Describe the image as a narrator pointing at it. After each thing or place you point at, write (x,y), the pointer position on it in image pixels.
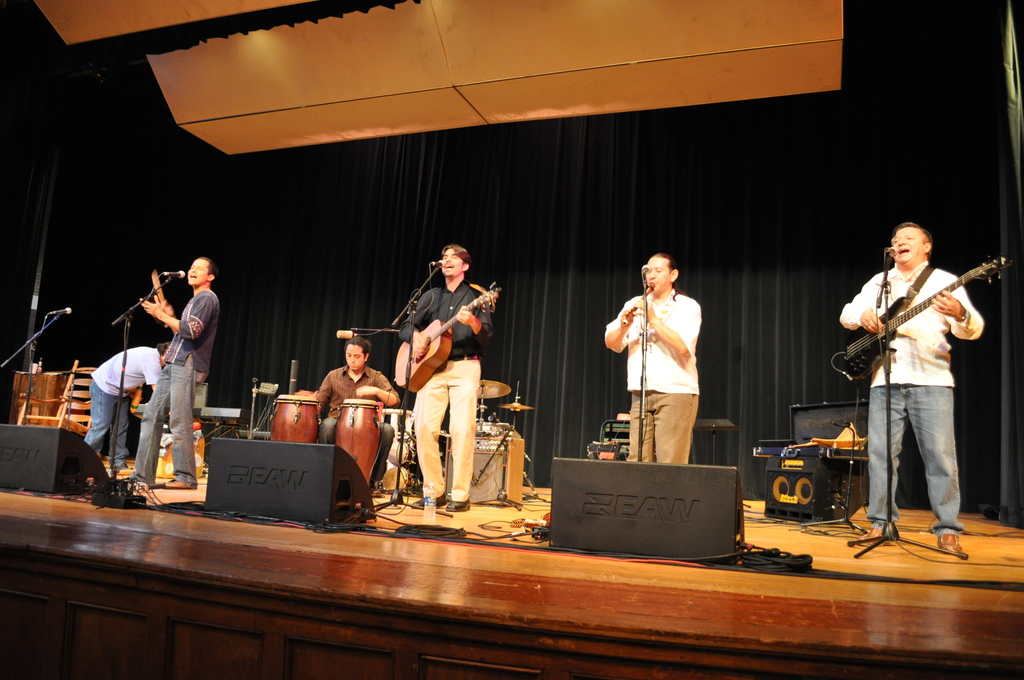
This picture describes about group of people (883,385) and they are musicians (917,381) and they are playing a musical instrument (857,368) in front of microphone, in the middle of the image (361,372) a person (353,383) is seated on the chair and playing drums (312,405), in the background (624,234) we can see curtains (765,237) and musical instruments (802,448).
